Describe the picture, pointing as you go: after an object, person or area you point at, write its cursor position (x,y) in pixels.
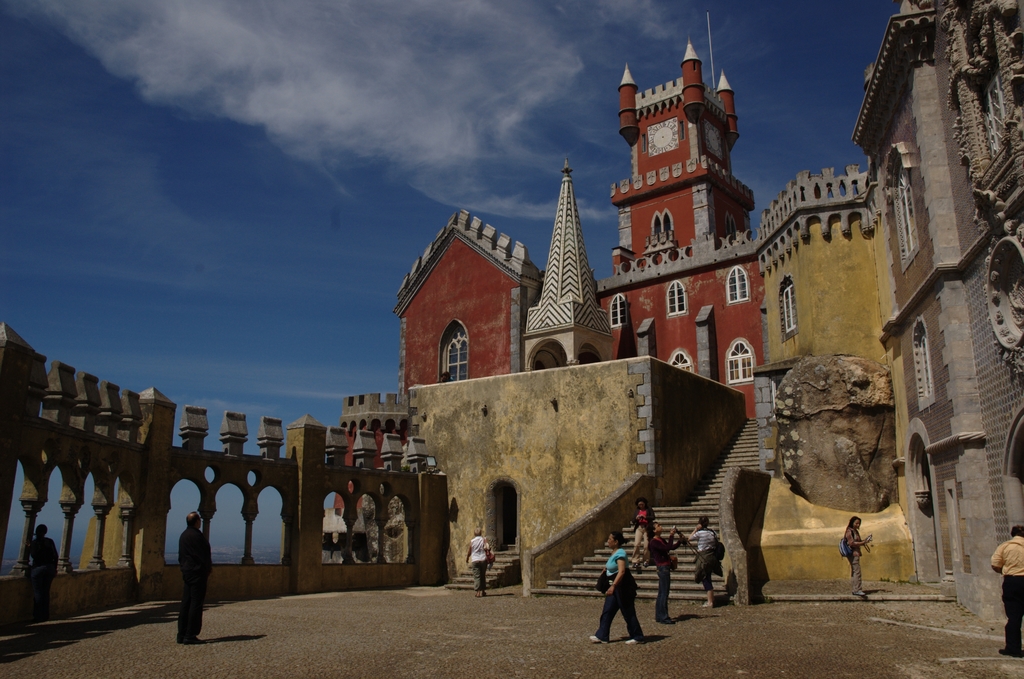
In the image there is a monument (624,199) and in front of the monument (519,567) there are few people (598,638), on the left side (44,482) there are pillars (62,505).
